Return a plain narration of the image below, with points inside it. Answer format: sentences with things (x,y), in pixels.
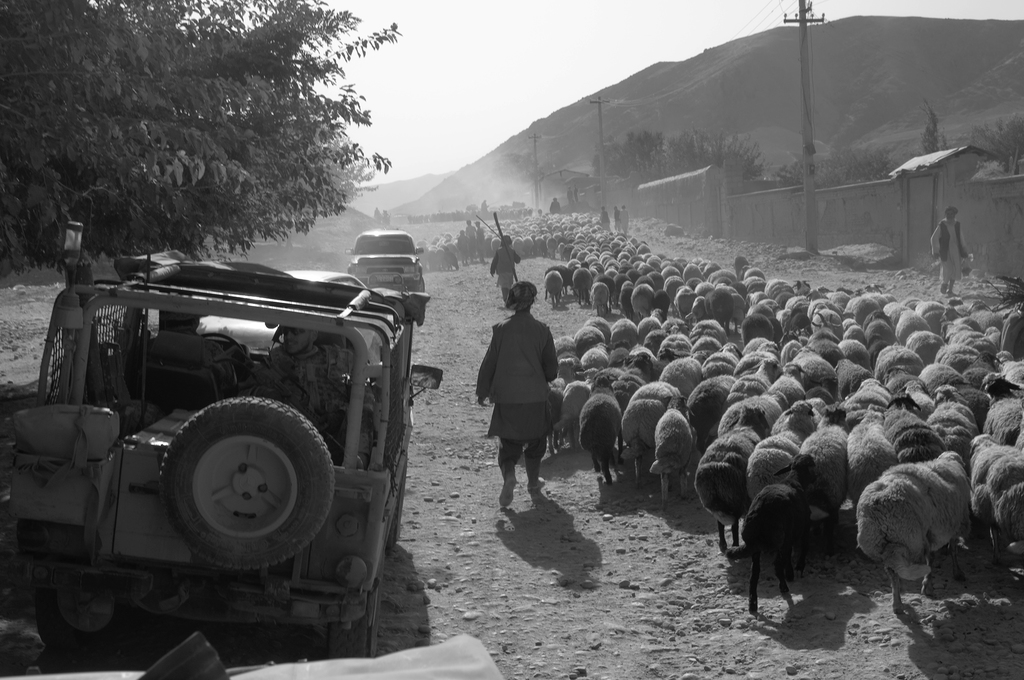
In this image I can see the black and white picture in which I can see a vehicle (365,370) on the ground (458,534), number of animals (711,423) standing on the ground (475,519), few persons (523,335) standing on the ground (497,309) and in the background (217,150) I can see few trees (221,125), few poles (600,173), few mountains (727,134), few other vehicles (404,265) and the sky (480,63).
